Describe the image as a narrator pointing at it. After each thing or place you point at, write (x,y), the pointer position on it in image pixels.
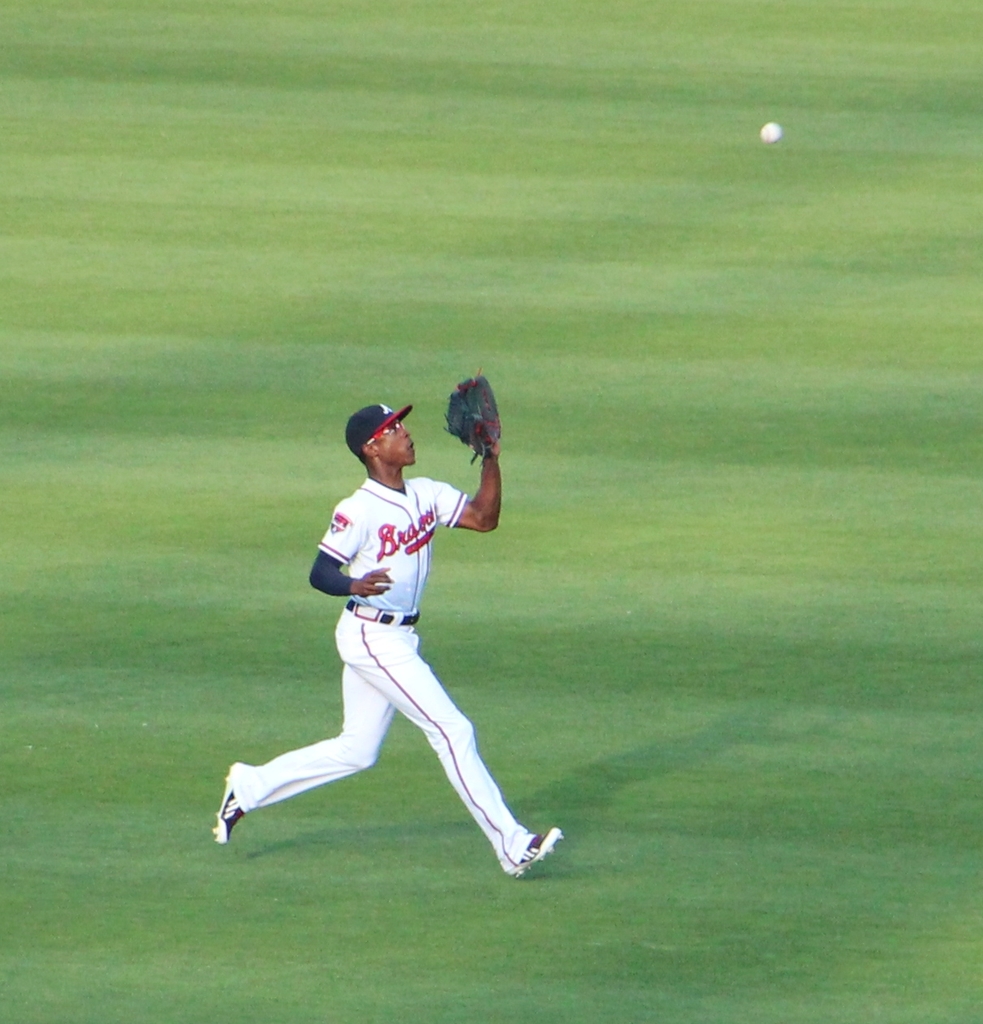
In the center of the image (396,641) we can see a sportsman (376,641) running. At the top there is a ball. At the bottom (166,917) there is grass (854,916).
